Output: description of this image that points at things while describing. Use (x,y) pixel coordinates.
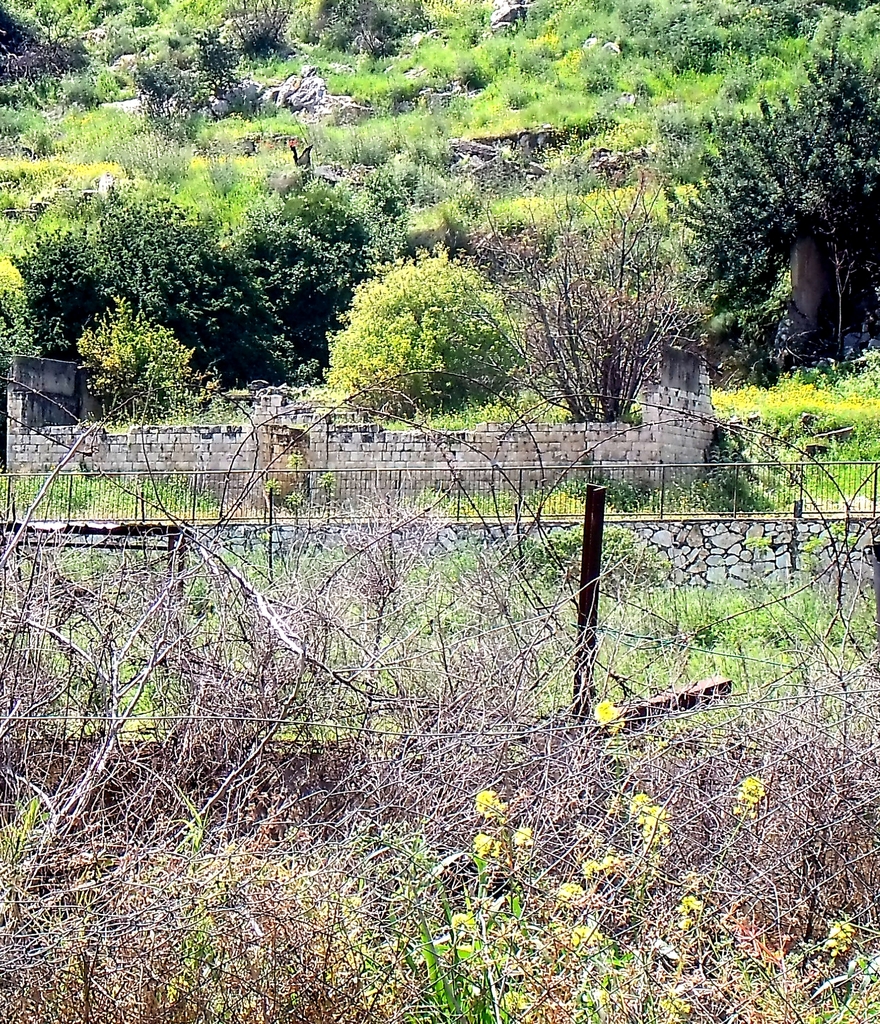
In this image we can see plants (776,871), rods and grass (853,970). In the background (538,553) we can see walls (27,410), fence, plants (595,354), trees (414,291), stones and grass (172,22).
